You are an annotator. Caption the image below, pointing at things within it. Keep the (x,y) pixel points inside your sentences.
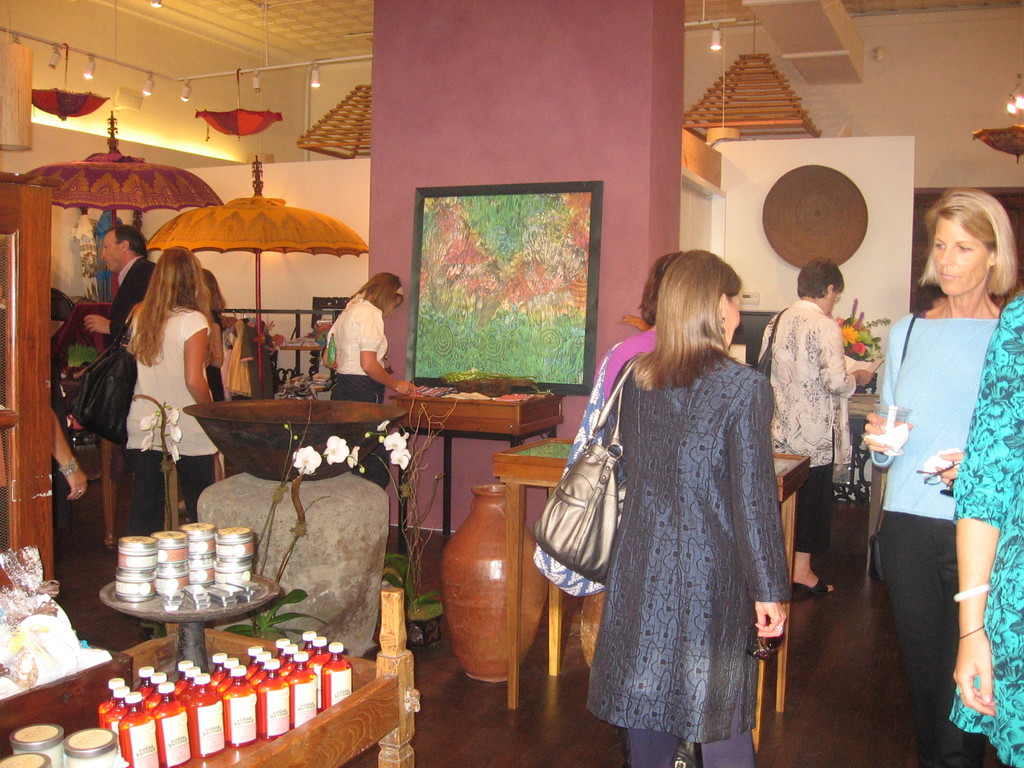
Here, we see many people (734,331) standing in the room (269,99) and woman (650,483) in blue dress (650,483) is wearing handbag (594,506). In front of her, we see a table (548,459) and on table (474,400), we see a photo frame (499,261). Behind that, we see a pink wall (477,126) and on the left bottom of the picture (306,749), we see a table (326,739) on which many syrup bottles (242,709) are placed. On the left corner of the picture (96,159), we see pink and yellow umbrella (152,195) and behind that, we see white wall (315,199).
